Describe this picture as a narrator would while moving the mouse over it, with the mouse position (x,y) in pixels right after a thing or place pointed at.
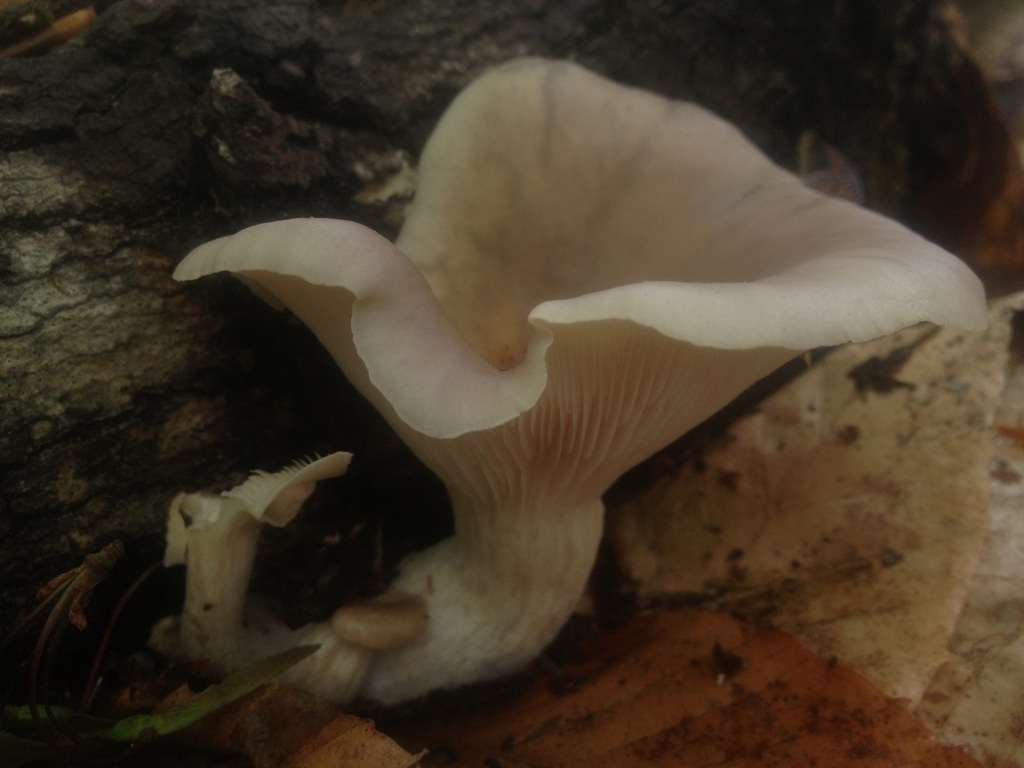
In this image there is a mushroom (508,455), behind the mushroom (525,268) there is tree bark (172,235).
